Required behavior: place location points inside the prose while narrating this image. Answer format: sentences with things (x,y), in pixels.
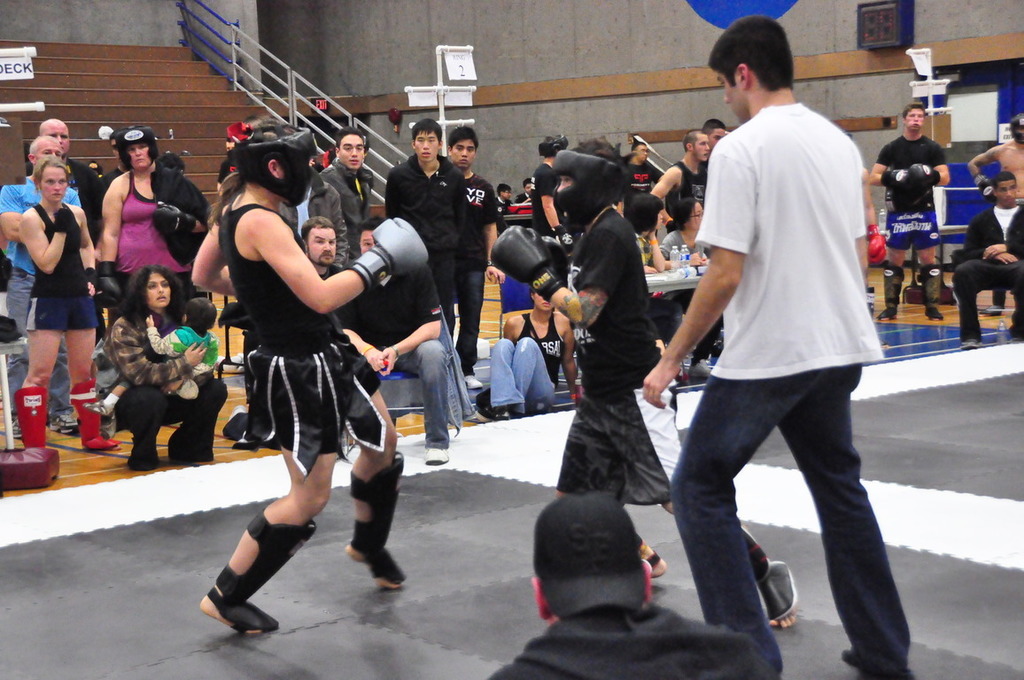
In this picture we can see two people (313,345) wearing gloves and helmet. There are two people (651,252) sitting on the chair (393,370). We can see a few bottles (682,244) on the table (666,282). There are stairs (159,82) and other objects (27,107) in the background (919,59).
